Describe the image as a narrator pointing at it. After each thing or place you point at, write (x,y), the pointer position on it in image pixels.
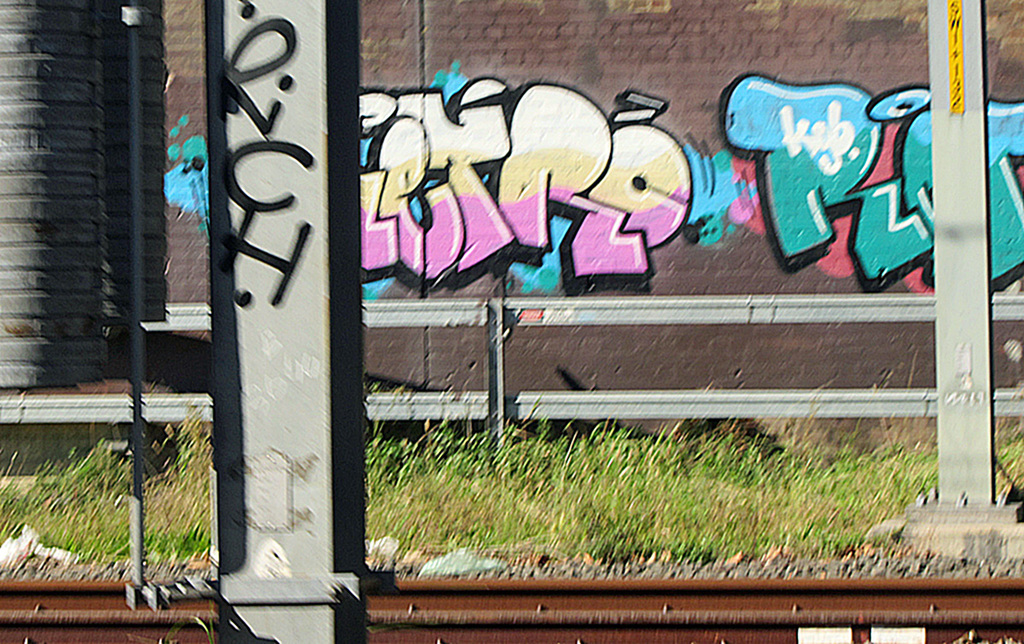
In this picture there is a fencing (696,403) near to the wall (811,381). On that wall (846,370) I can see the painting (658,233). On the left (231,122) there are two poles (230,3). At the bottom (403,634) it might be the railway tracks (617,596). Besides that I can see some small stones (843,570). On the right (946,459) there is a pole (946,459).
